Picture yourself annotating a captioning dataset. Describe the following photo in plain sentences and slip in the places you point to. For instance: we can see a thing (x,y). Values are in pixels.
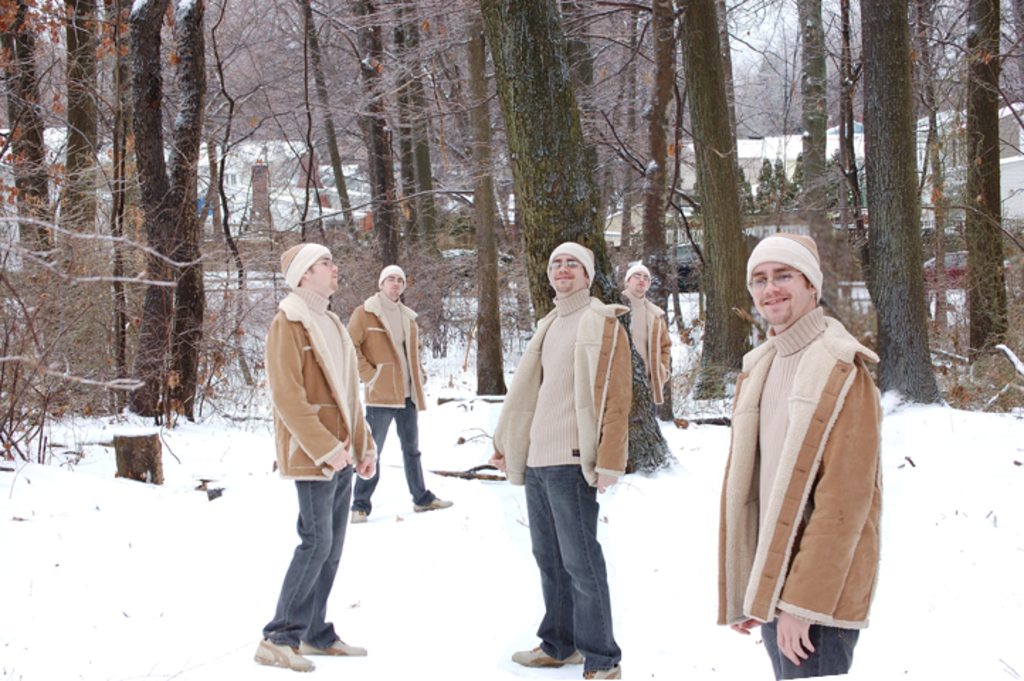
In this image there are different angles of a person (540,435) on the snow surface (444,377), in the background of the image (458,286) there are trees (552,168) and houses (318,189).
